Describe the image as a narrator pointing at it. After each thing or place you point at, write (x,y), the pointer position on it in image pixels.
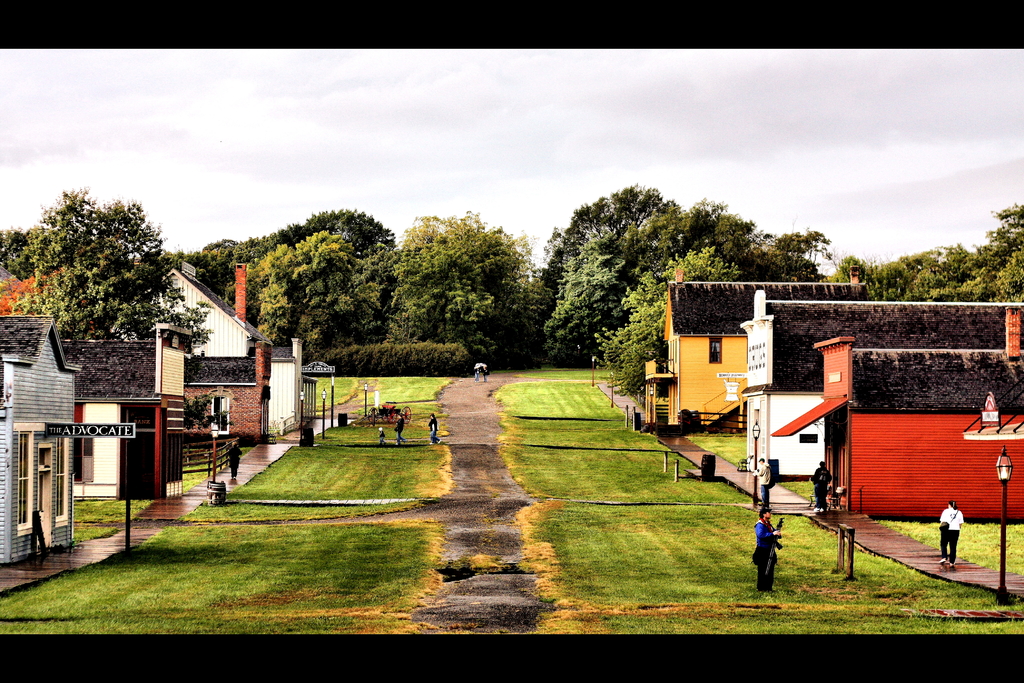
In the image there are buildings (800,347) on either sides with grassland (625,623) and road (489,536) in the middle (490,420), there are few people (760,527) standing in the front (778,531) and some are at the back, in the background (369,284) there are trees (561,286) all over the image and above its sky (575,135).
